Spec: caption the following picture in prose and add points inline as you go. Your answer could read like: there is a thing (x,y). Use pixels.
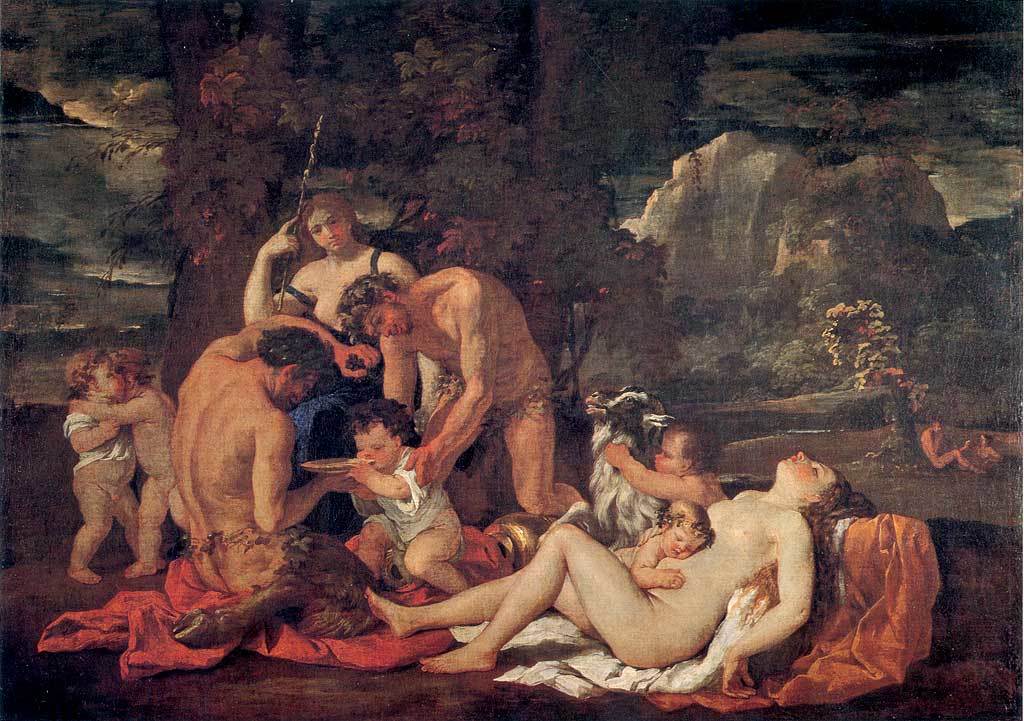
This is a picture of painting (784,113). In this picture we can see people (186,510) and trees (520,193). Background (694,88) portion of the picture is dark.
